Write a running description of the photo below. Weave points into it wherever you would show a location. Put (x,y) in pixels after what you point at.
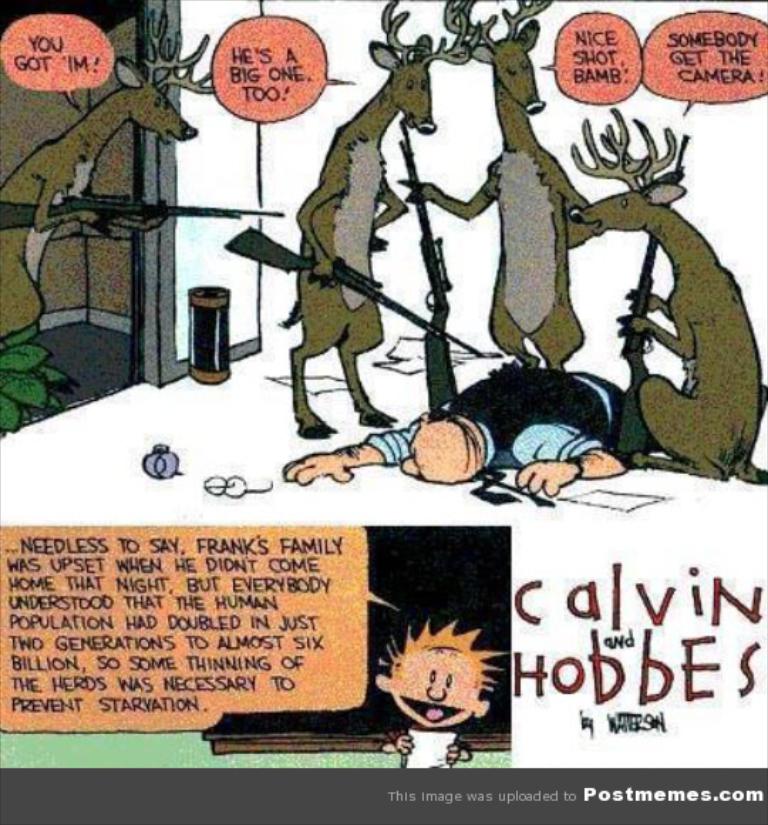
In this picture I can see cartoon image. Here i can see animals (375,420) and persons (371,435). These animals (544,268) are holding guns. I can also see something written on the image.
